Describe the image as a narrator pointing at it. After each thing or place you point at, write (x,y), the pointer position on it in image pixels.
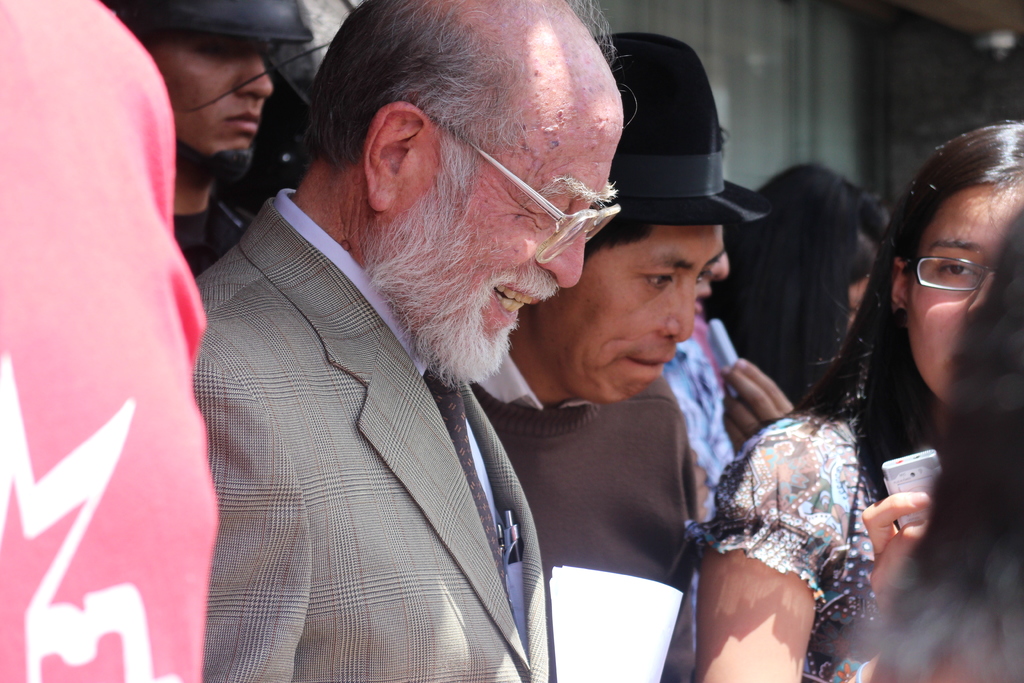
In the image a group of people (215,223) were gathered in a place (919,85) and in between them there is a man (450,521) and he is smiling, the background is blurry.
